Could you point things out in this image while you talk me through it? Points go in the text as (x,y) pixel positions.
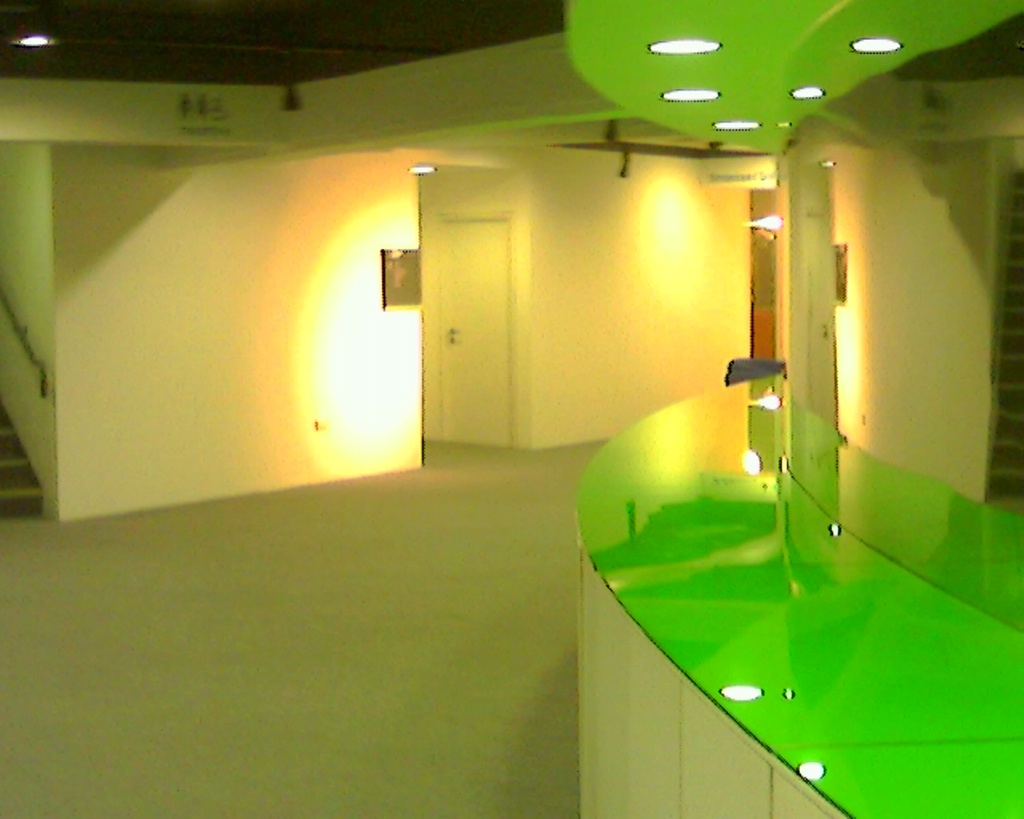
In this image, I can see the inside view of a building (507,584). On the right side of the image (740,129), there are ceiling lights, which are attached to the ceiling (913,25). On the left corner of the image (32,487), these are the stairs (22,459). At the center of the image (485,434), I can see a door (453,394).
